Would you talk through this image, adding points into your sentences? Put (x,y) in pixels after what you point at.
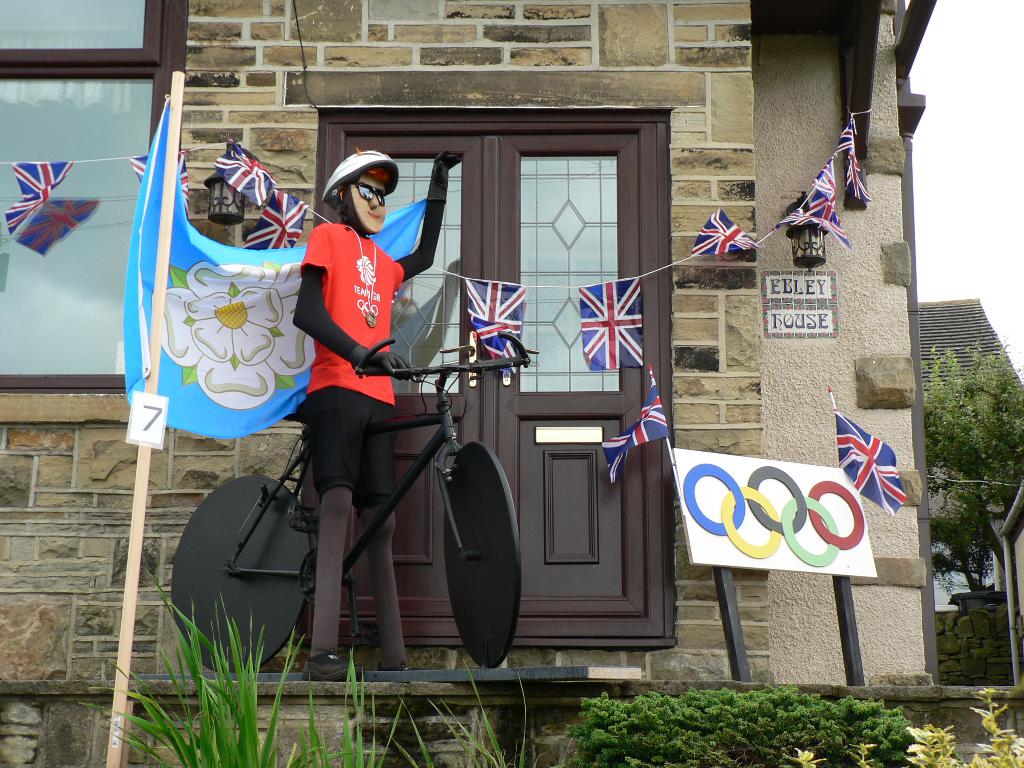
There is a toy (362,351) standing with a bicycle (413,469) and there is a door (458,308) beside the toy (372,472).
